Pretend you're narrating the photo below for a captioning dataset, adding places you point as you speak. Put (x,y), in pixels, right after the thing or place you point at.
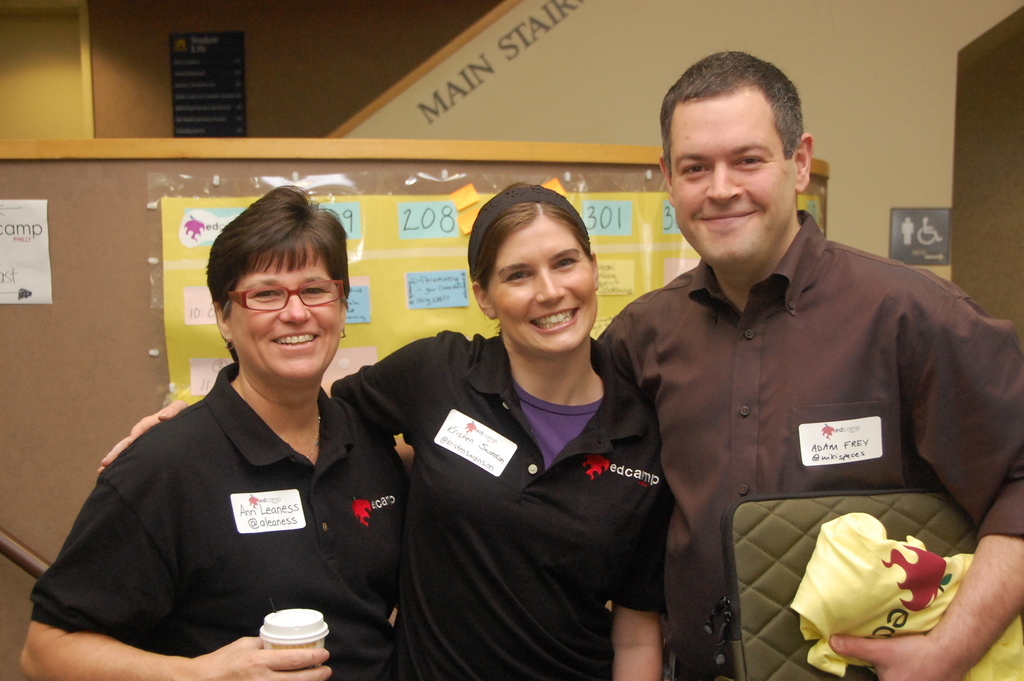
There are three people (732,66) in the picture, first one is an woman (130,664) holding a coffee cup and a spectacles (239,301) on her face (328,308), second one is a woman (392,404) with a smile (564,314) on her face (556,315) and wearing a hair band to the head (578,311), third one is a man (996,531) with a smile (743,221) on his face (762,207) and holding a bag (803,506) in his hand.
